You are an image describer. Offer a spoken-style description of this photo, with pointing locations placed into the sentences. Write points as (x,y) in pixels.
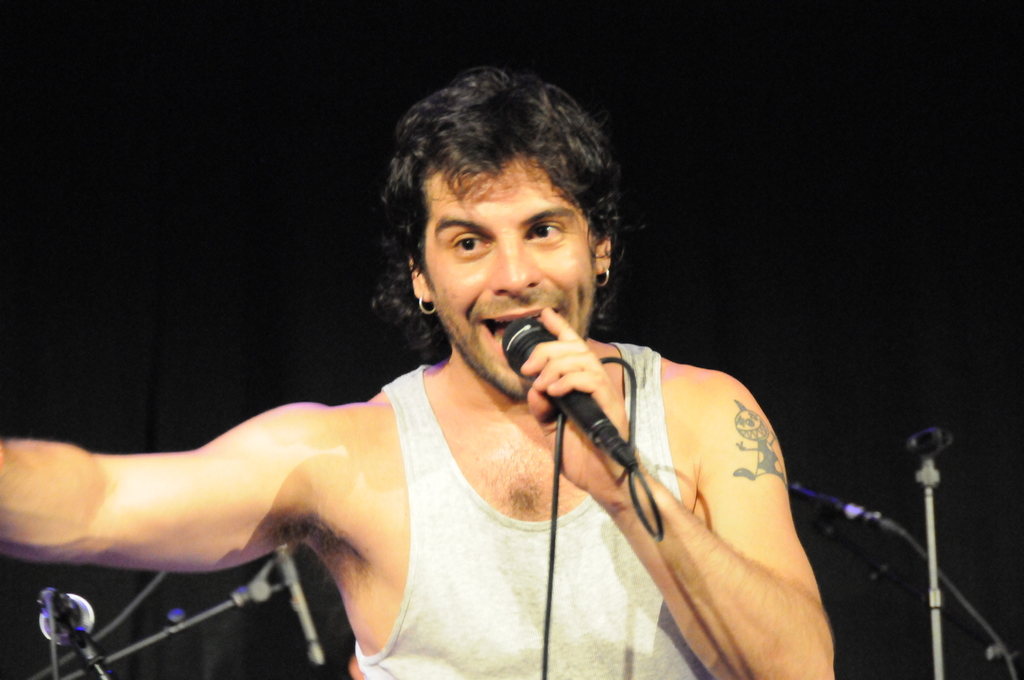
This picture seems to be of inside. In the center (485,285) there is a man (510,229) holding a microphone (524,340), singing and seems to be standing. There are many microphones (73,604) attached to the stands (957,597) and the background (186,54) is very dark.
